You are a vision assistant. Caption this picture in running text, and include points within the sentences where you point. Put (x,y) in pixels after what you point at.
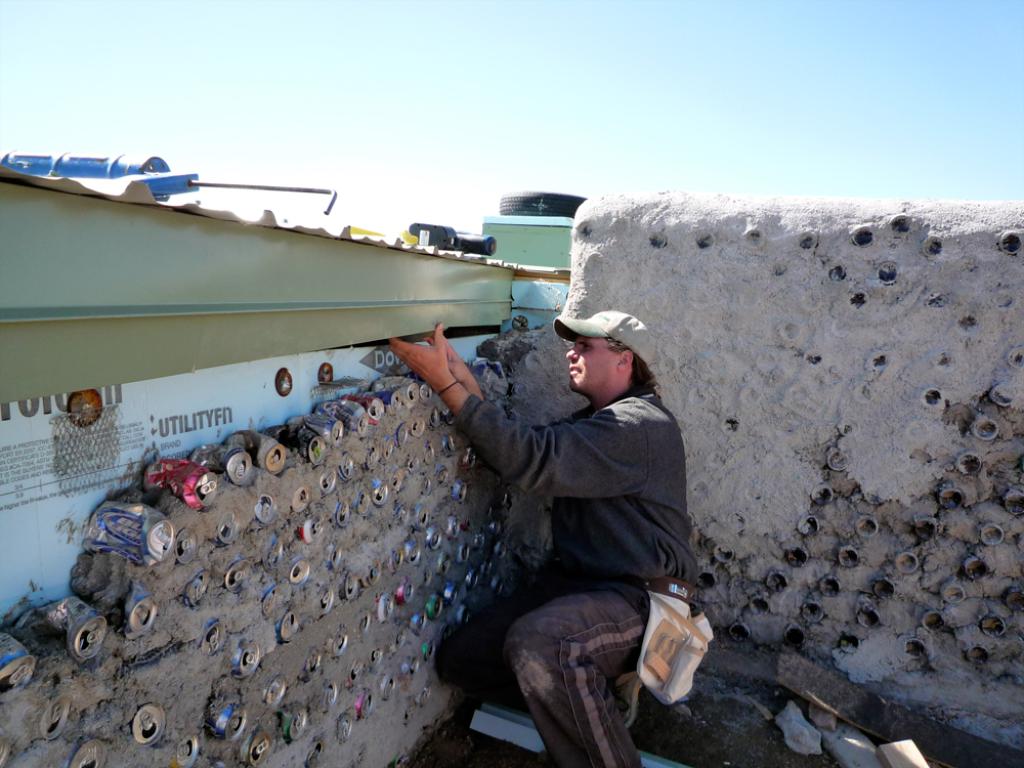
In this image, we can see a man (630,473) constructing a tin wall (389,491) and in the background (461,247), we can see a bottle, tire (560,214) which are placed on the box (559,253).
